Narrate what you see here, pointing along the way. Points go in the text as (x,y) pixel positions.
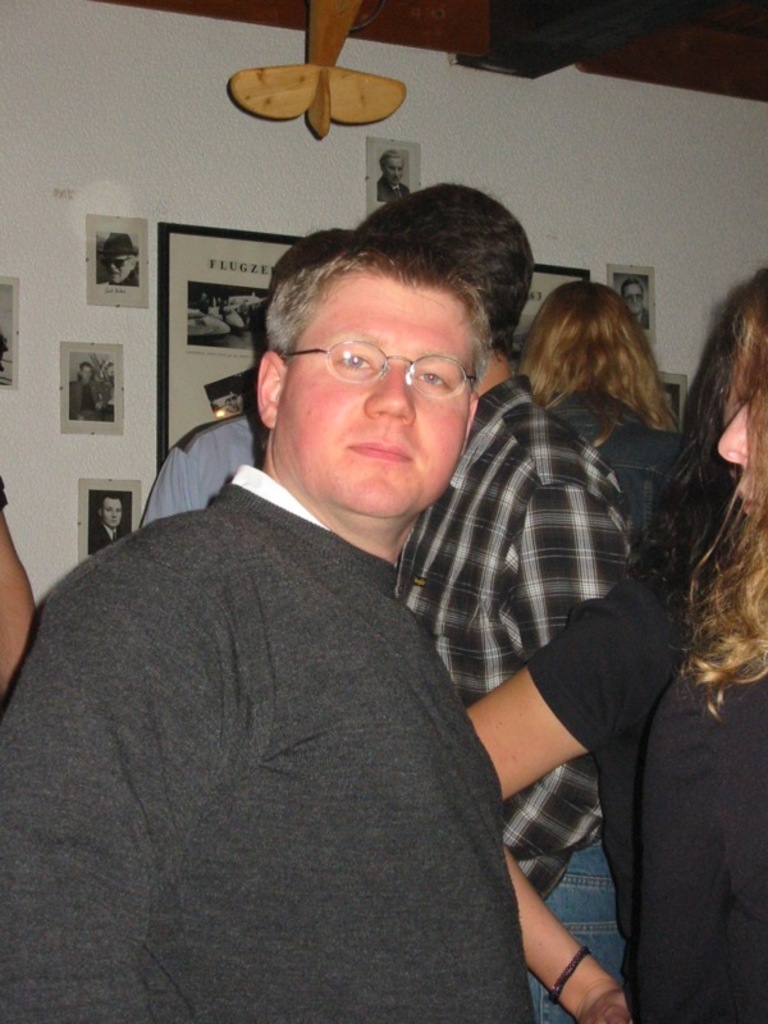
In this image in the front (350,753) there is a man (289,798) standing and in the center (485,587) there are persons (577,509). In the background (219,239) there are posters (230,256) on the wall (245,222) with some text (214,268) and images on it.
